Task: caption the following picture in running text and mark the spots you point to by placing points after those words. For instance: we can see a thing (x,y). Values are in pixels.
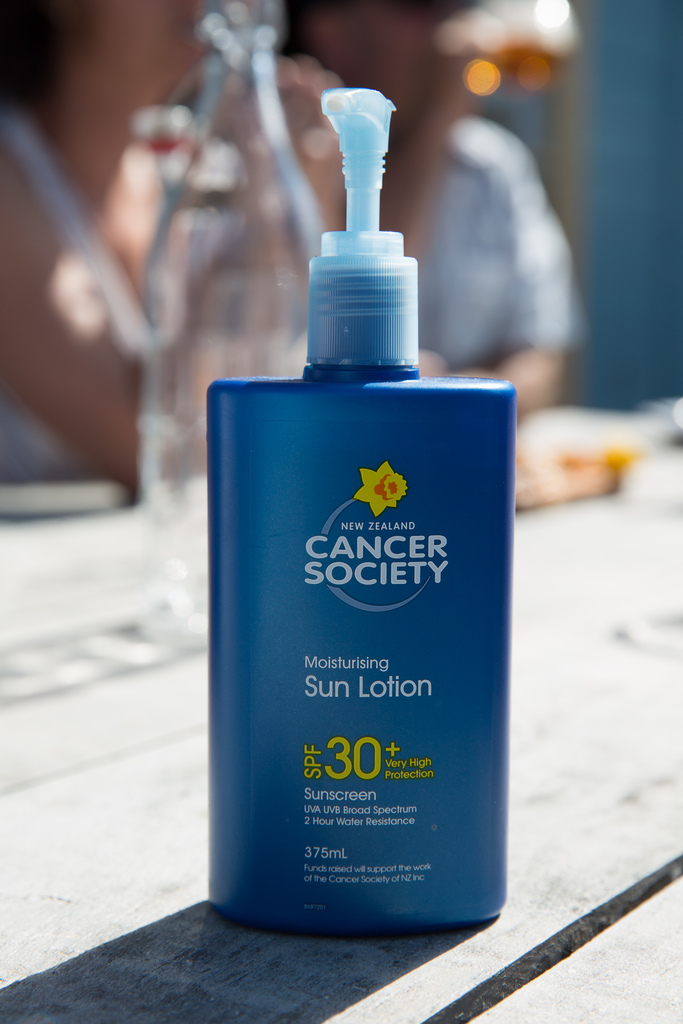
In this picture we can see a bottle of lotion (347,584) and this is placed on a wooden table (519,688) along with it we have a jar (208,228) and in the background (424,143) we can see some person (492,206), wall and it is blurry.
